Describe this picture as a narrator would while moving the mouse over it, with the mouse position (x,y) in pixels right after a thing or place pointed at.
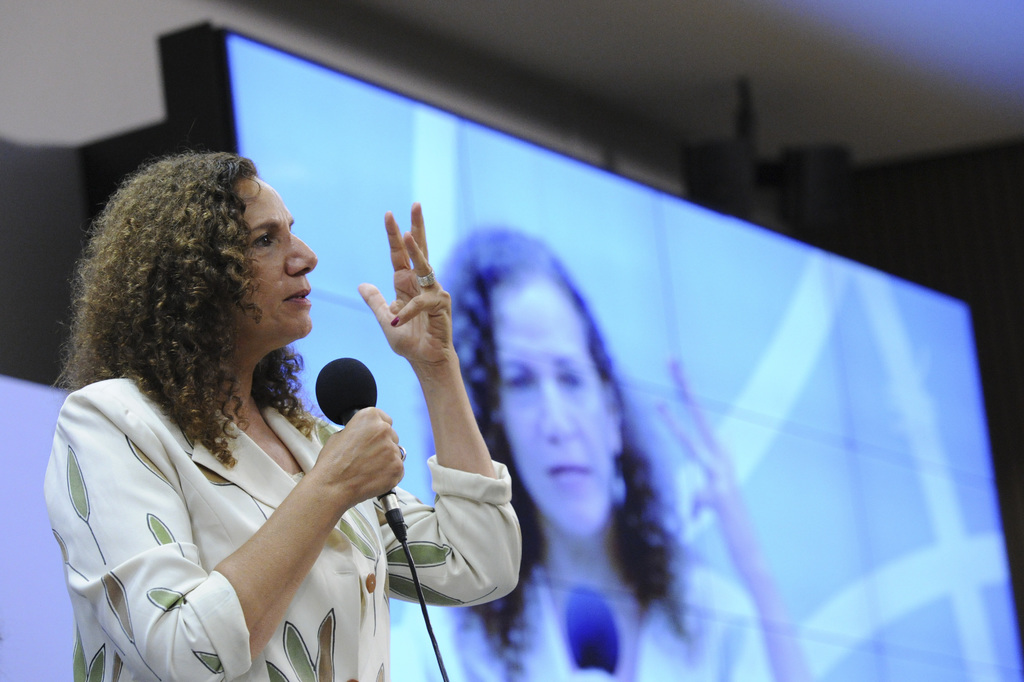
In this picture we can see woman (377,429) holding mic (387,500) in her hand (378,440) and talking and in background (543,183) we can see a screen (657,394) where this woman (588,427) is visible.
